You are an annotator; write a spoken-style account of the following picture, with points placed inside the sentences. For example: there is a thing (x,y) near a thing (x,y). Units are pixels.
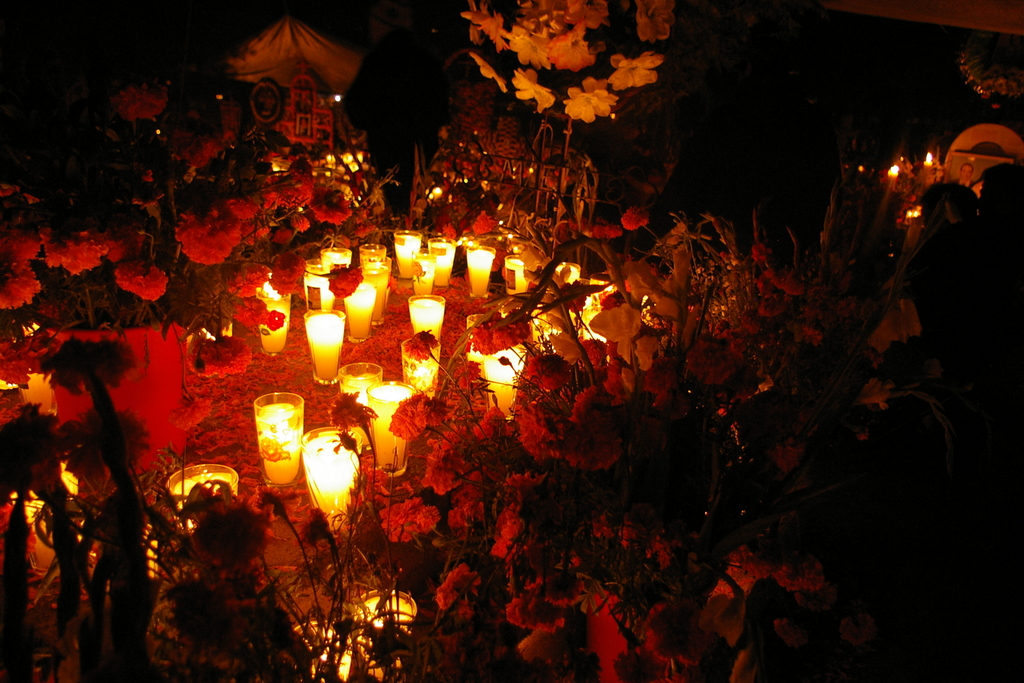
Here in this picture in the middle (410,387) we can see number of candles (323,476) that are lightened up and kept in a glass (391,401), which are present on the ground (306,418) over there and around it we can see flower vases (107,444) present all over there.
